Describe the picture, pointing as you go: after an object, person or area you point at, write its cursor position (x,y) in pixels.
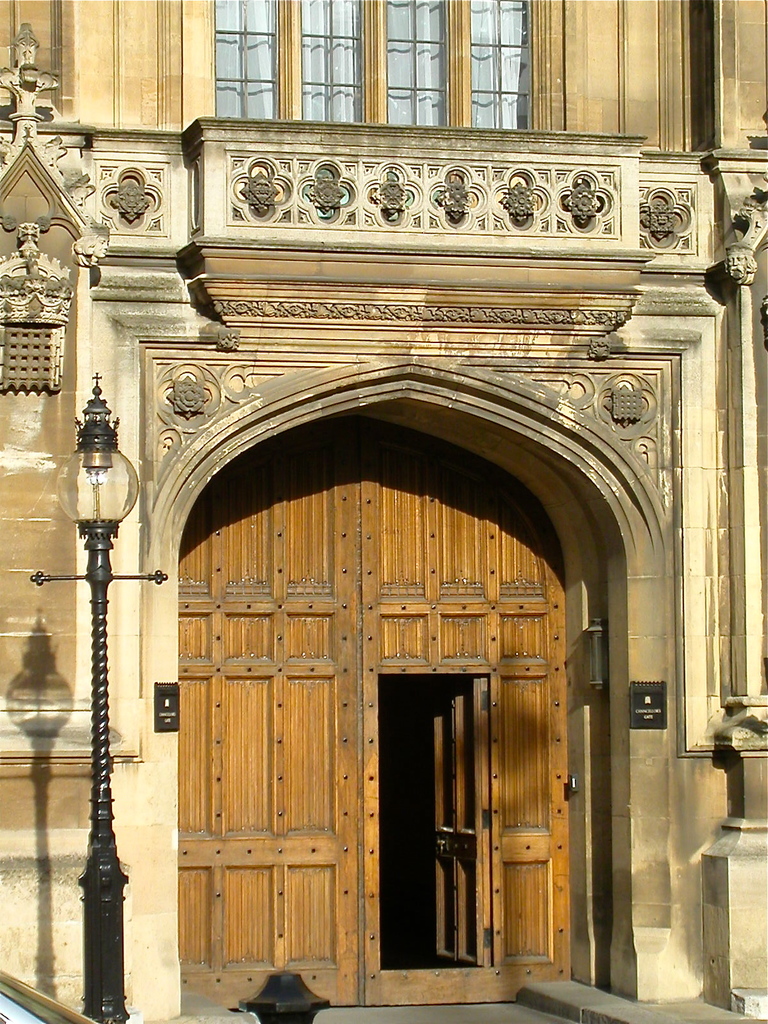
On the left side (100,428), there is a light (81,448) attached to a pole (107,931). In the background (65,756), there is a building (114,121) having wooden gate (513,614) and a glass window (336,83).
